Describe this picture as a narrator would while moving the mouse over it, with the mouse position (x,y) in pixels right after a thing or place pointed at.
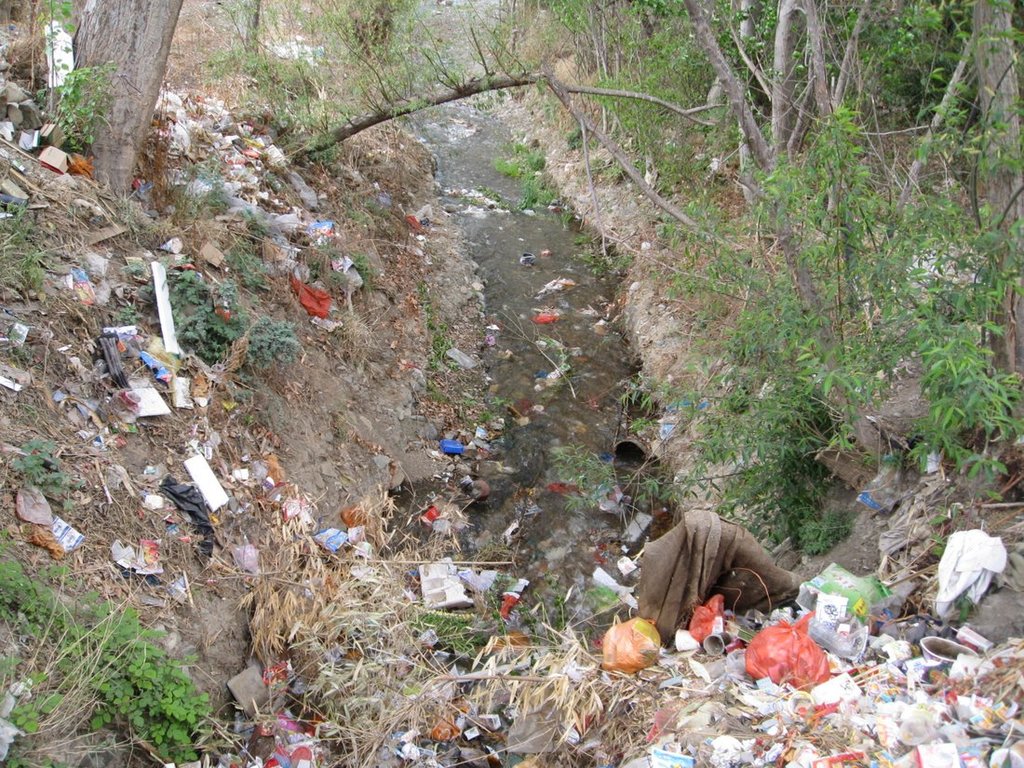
In this image we can see trash (891,700) placed on the ground (201,431). In the background (115,133), we can see group of trees (994,279) and water (519,263).
